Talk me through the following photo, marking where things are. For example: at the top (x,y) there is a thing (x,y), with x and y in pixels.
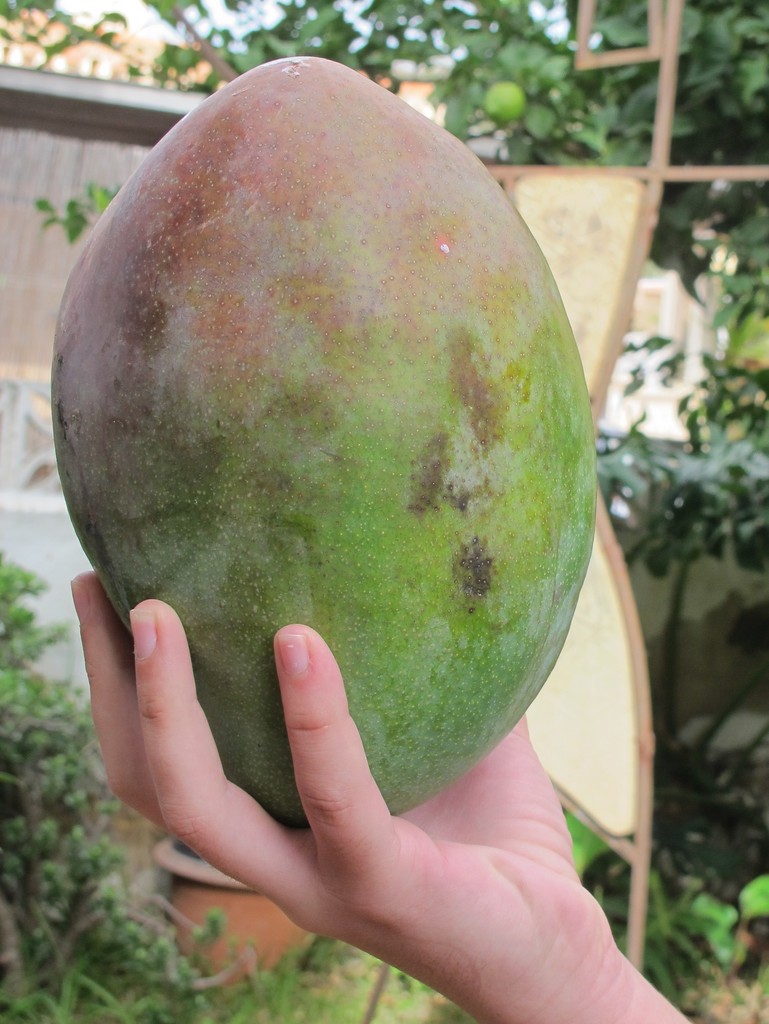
This is fruit (380,451) in the hand (459,887).
